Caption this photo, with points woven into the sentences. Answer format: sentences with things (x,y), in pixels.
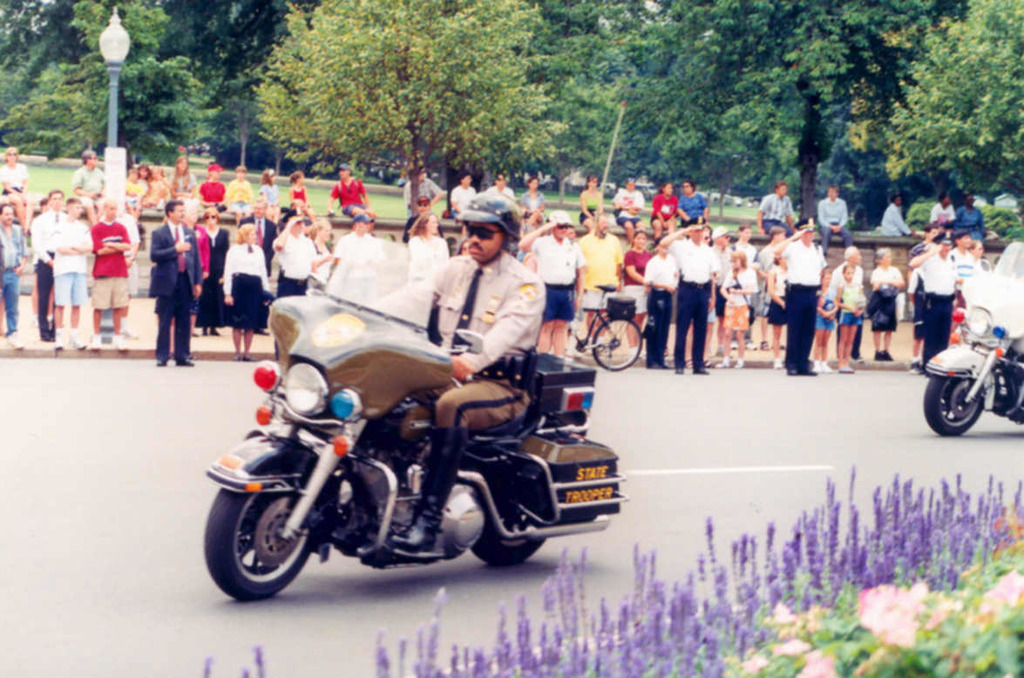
In this image there is a person (475,202) sit on the motorcycle (264,509), riding on a road (107,584). there are the some flowers (905,542) visible on the bottom right (908,555) and there are the some persons (60,224) standing, back side of them there are some trees (524,63) visible and there is a street pole (101,37) visible on the left side (114,125) corner.
